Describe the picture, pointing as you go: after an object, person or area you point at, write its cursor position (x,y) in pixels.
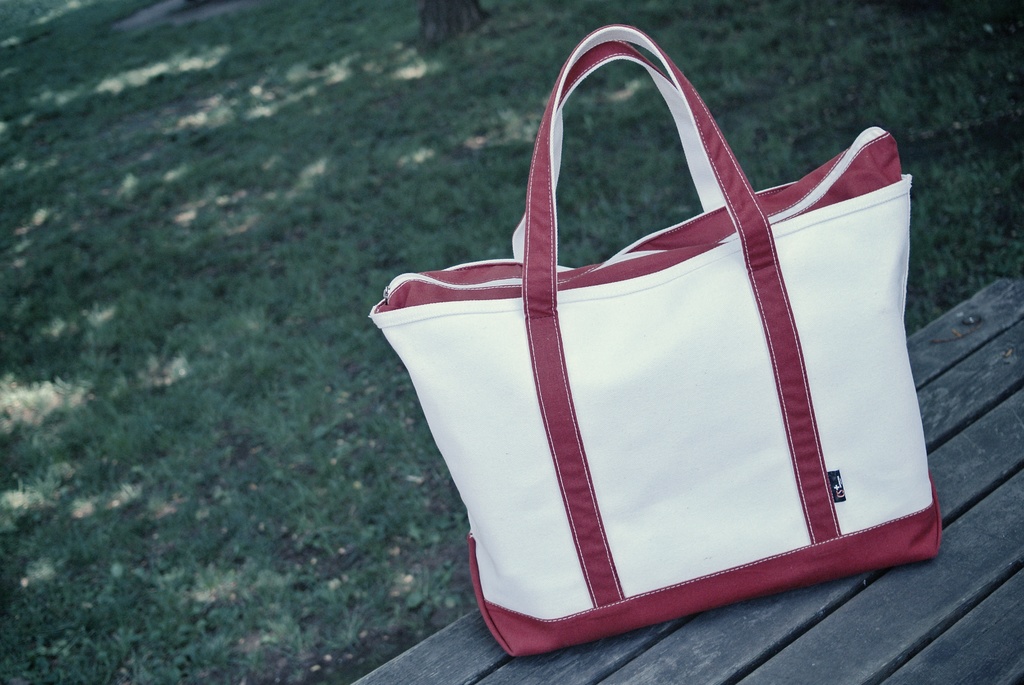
This is the picture of the outside of the house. There is a bench (680,637). There is a bag (762,595) on a bench (777,600).
